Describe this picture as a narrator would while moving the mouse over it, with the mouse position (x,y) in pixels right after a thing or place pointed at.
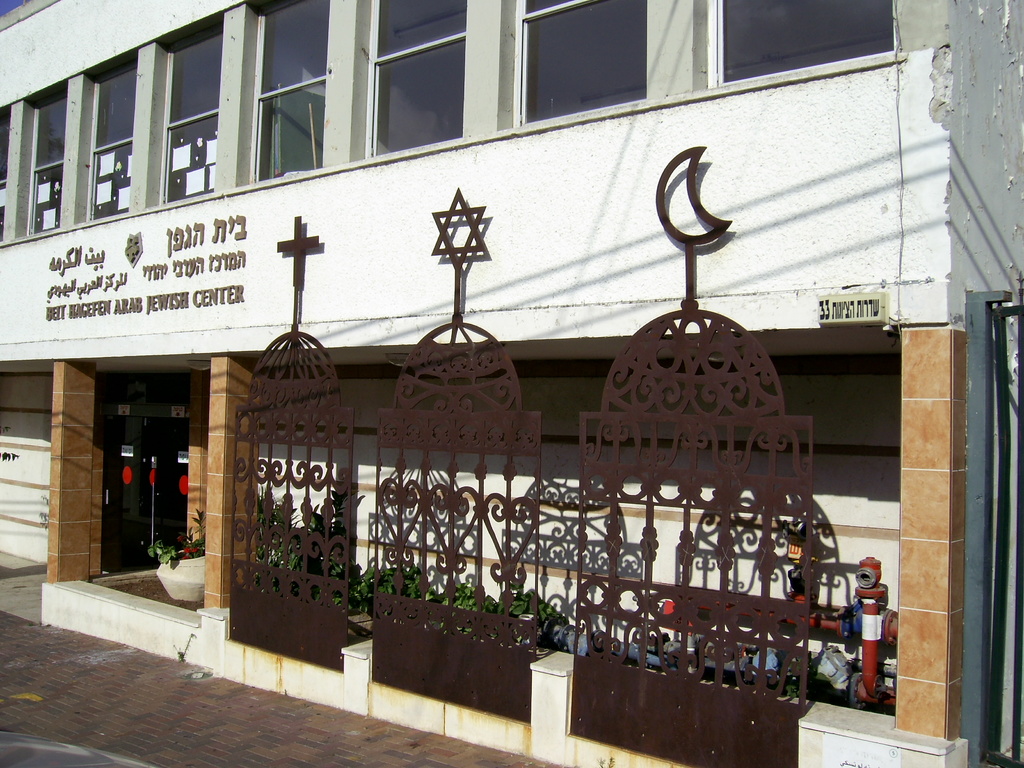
The picture consists of a building (61,96). At the bottom of the picture (478,594) there are flower pots (179,588), pipe (865,623) and other objects (762,613). At the top (452,130) there are windows (110,113).
